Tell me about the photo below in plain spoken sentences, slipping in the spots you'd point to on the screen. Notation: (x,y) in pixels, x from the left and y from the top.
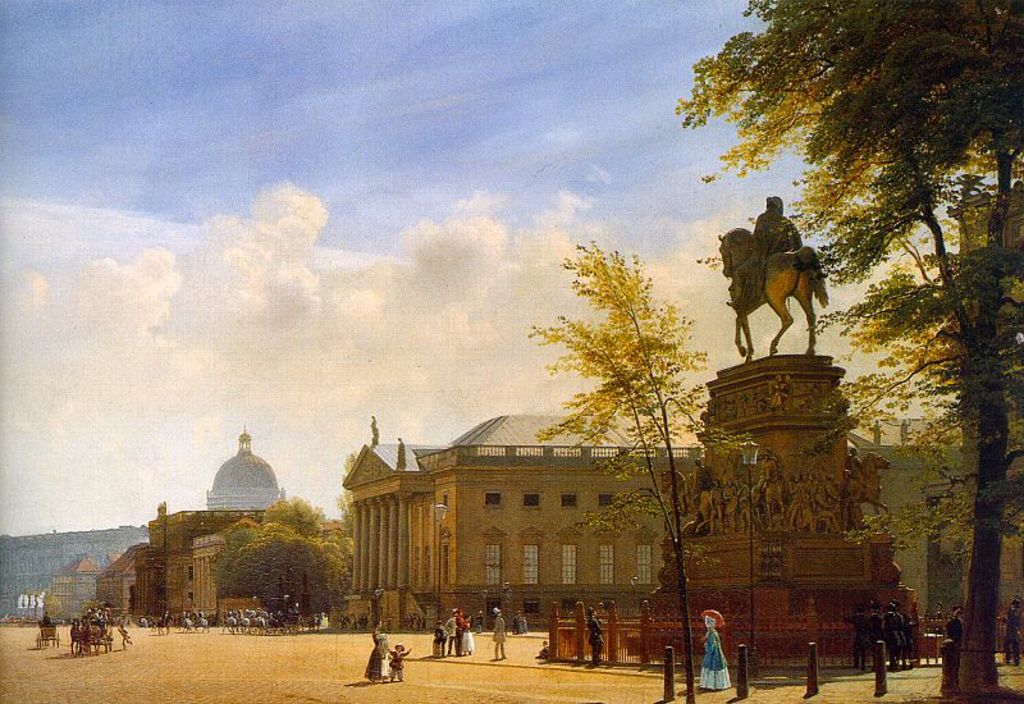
In this picture we can see a statue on a platform (799,403) with sculptures (824,509), beside this statue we can see a fence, metal poles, trees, here we can see a group of people (493,613), carts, animals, buildings (587,585) on the ground (316,662) and we can see sky (352,215) in the background (274,277).
